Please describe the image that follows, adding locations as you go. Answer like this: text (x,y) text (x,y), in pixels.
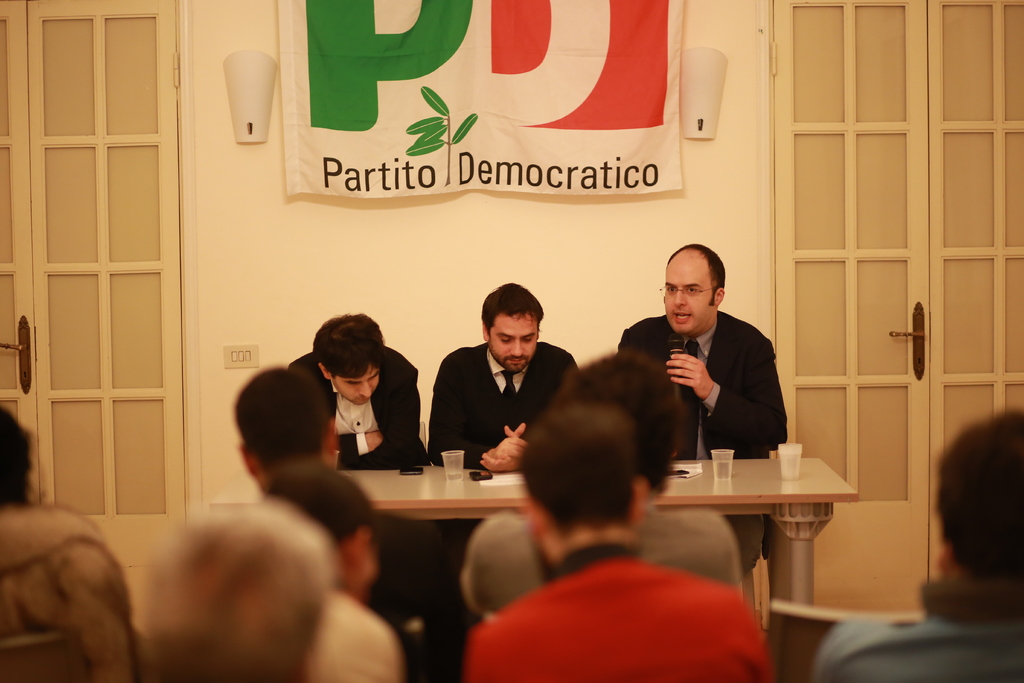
There are three persons (457,447) sitting on the chairs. This is table (451,496). On the table (490,496) there are glasses (797,446). There are doors (860,224) and this is wall (283,273). There is a banner (600,118). Here we can see some persons (595,535).
